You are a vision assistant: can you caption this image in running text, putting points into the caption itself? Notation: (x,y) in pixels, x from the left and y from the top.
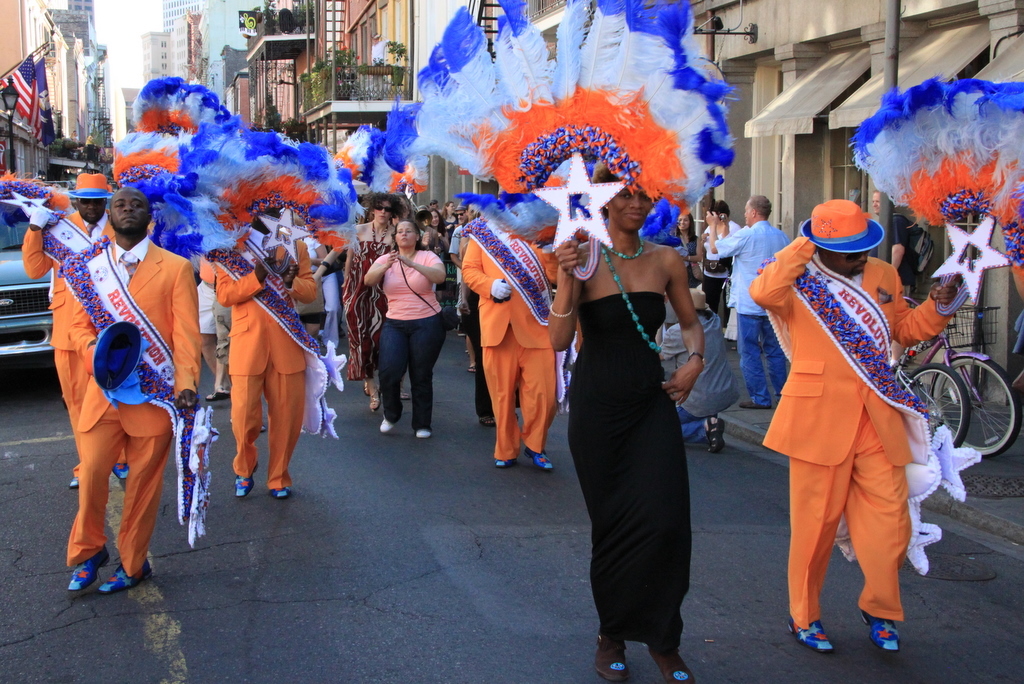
In this picture we can see some people (384,285) walking, these people (164,315) wore costumes (880,327), on the left side (14,327) there is a car (6,314), we can see buildings (300,71) in the background (244,54), there is a flag (33,87) here, we can see some plants (340,69) here, there is the sky (124,19) at the top of the picture (138,5), on the right side (981,430) we can see bicycles (981,431).
